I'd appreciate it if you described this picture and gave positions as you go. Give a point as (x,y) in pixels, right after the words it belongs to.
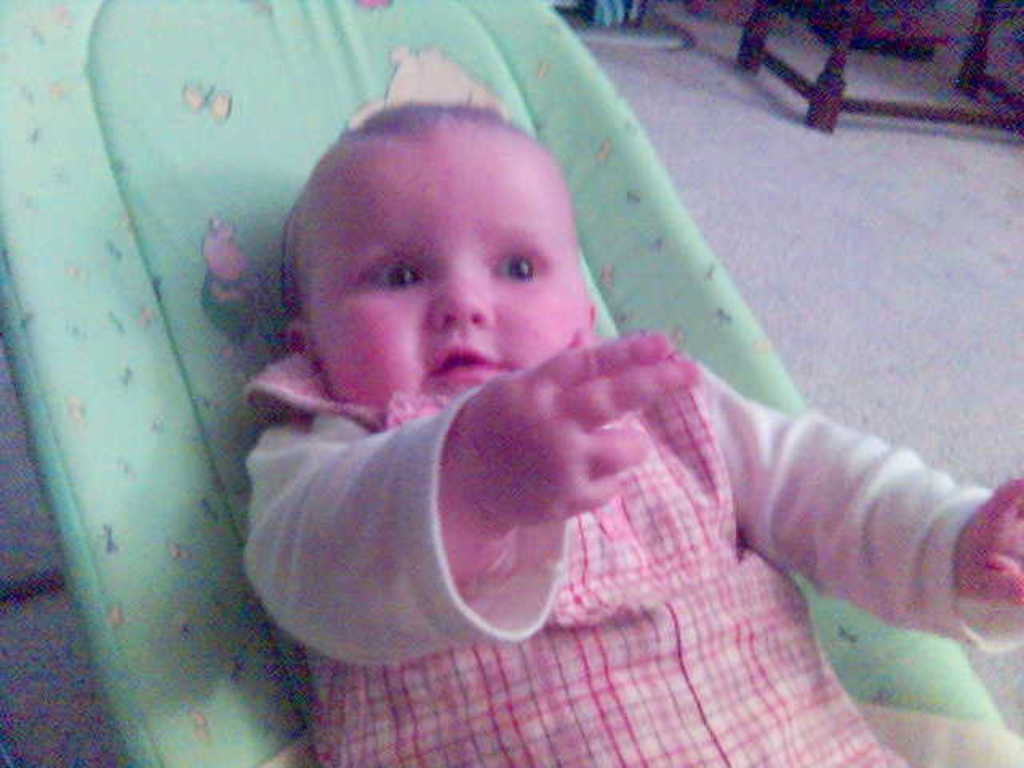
In this image there is a small baby (471,380) in the cradle (175,337).
